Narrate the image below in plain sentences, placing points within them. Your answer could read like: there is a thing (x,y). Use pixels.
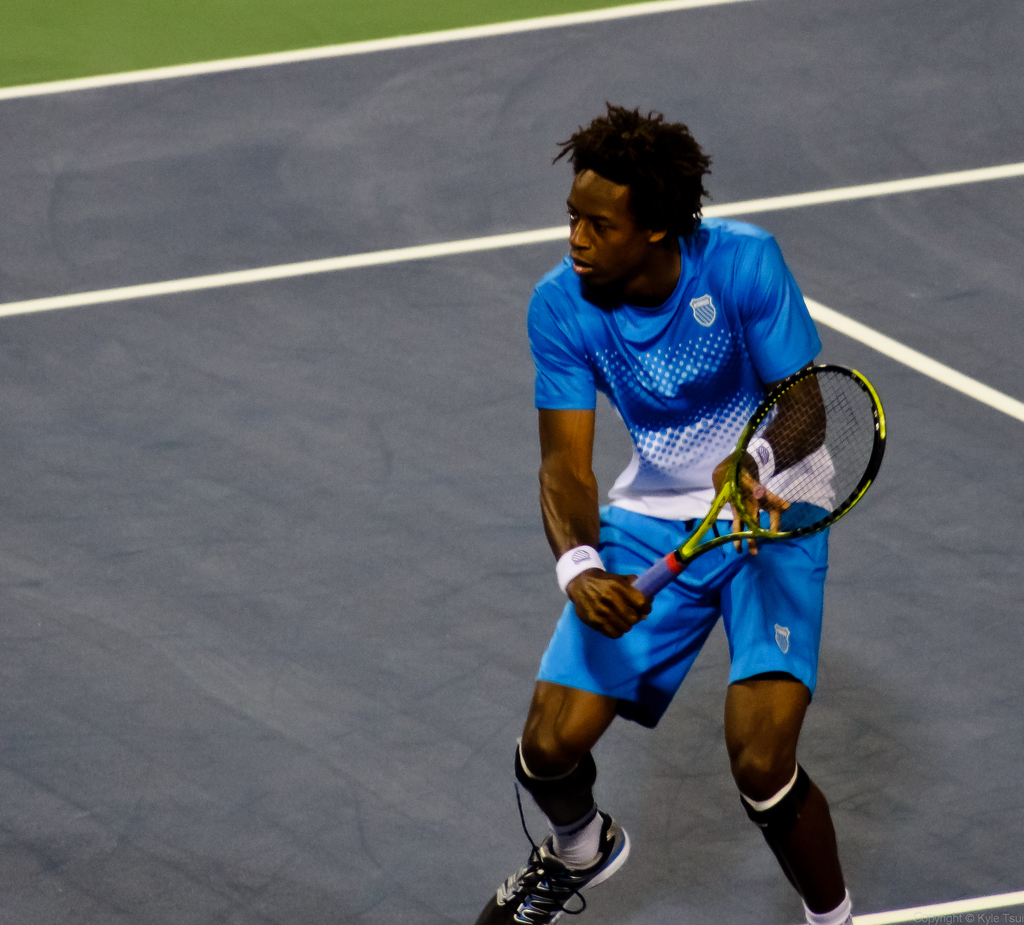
In this picture we can see a man (751,459) who is holding a racket (813,442) with his hands (754,504).
